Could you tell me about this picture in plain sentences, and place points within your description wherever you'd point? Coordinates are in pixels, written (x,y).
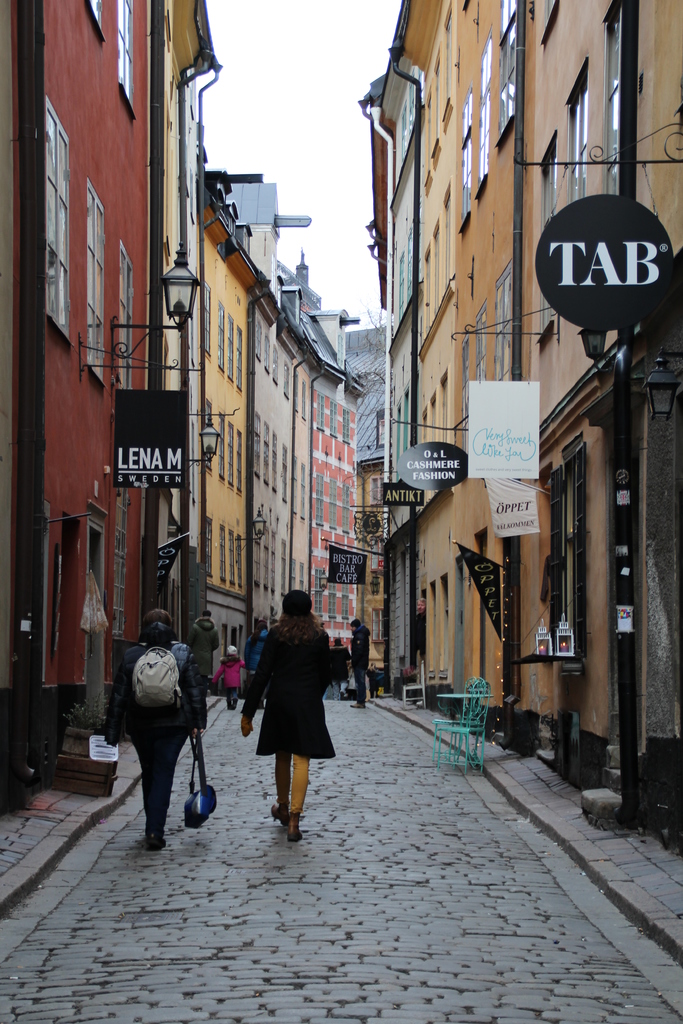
In this picture there are people (262,638) and we can see lights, boards (425,484), chairs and buildings (207,497). In the background of the image (342,122) we can see the sky (336,139).
